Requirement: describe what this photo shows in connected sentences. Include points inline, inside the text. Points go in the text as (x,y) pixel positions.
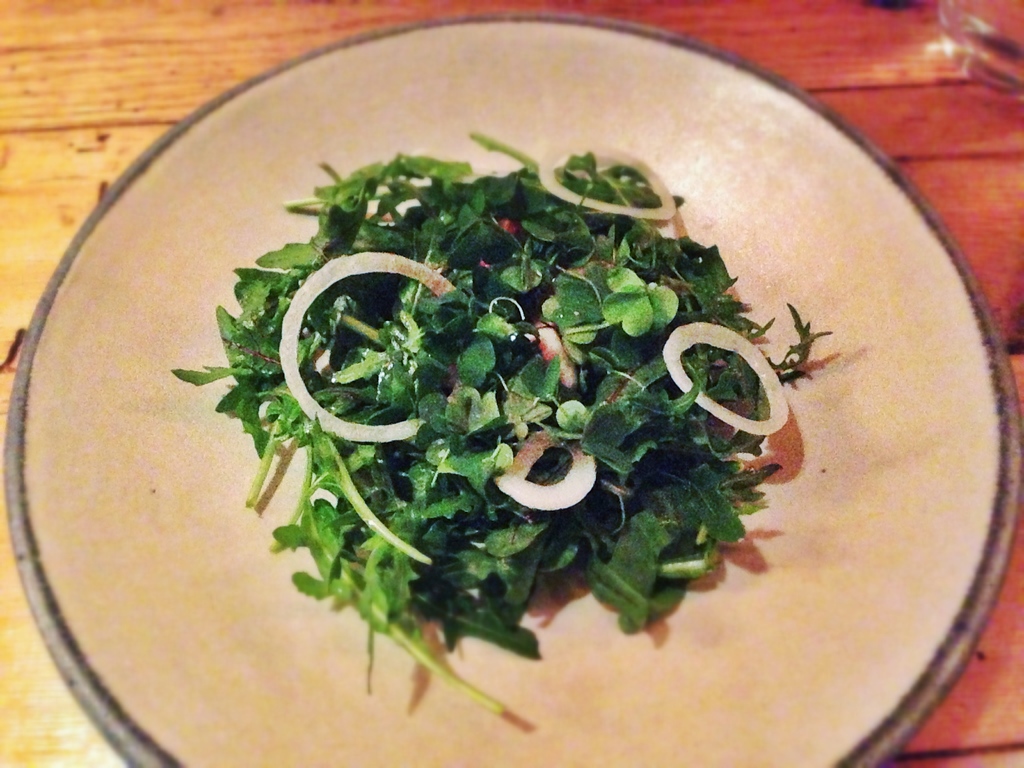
In this image, we can see leaves (555,278) and onion slices (364,268) on the plate (438,690) and at the bottom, there is a table (903,91).
